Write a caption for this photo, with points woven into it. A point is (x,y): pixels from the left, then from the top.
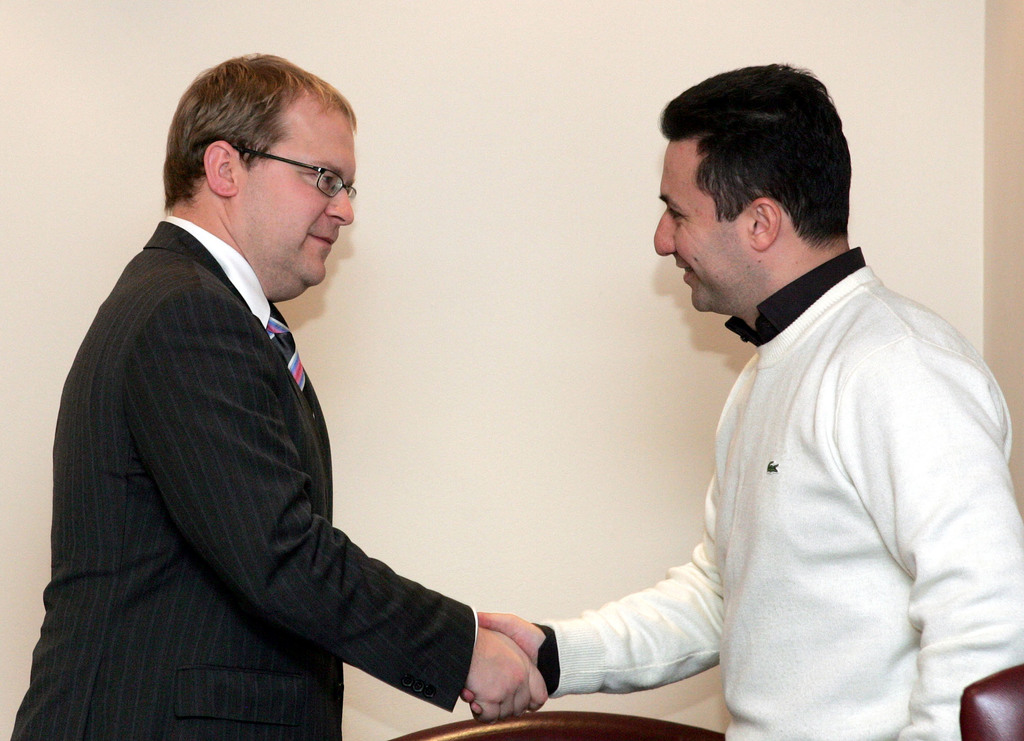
In this image we can see two men (775,517). One man (775,517) is wearing a white color sweater (845,528) and the other man (209,533) is wearing a black coat (217,484) with white shirt (235,274) and tie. The two men (445,636) are shaking hands (503,663). In the background (430,145), we can see the wall (231,14). It seems like chairs (1008,708) at the bottom of the image (1012,724).
